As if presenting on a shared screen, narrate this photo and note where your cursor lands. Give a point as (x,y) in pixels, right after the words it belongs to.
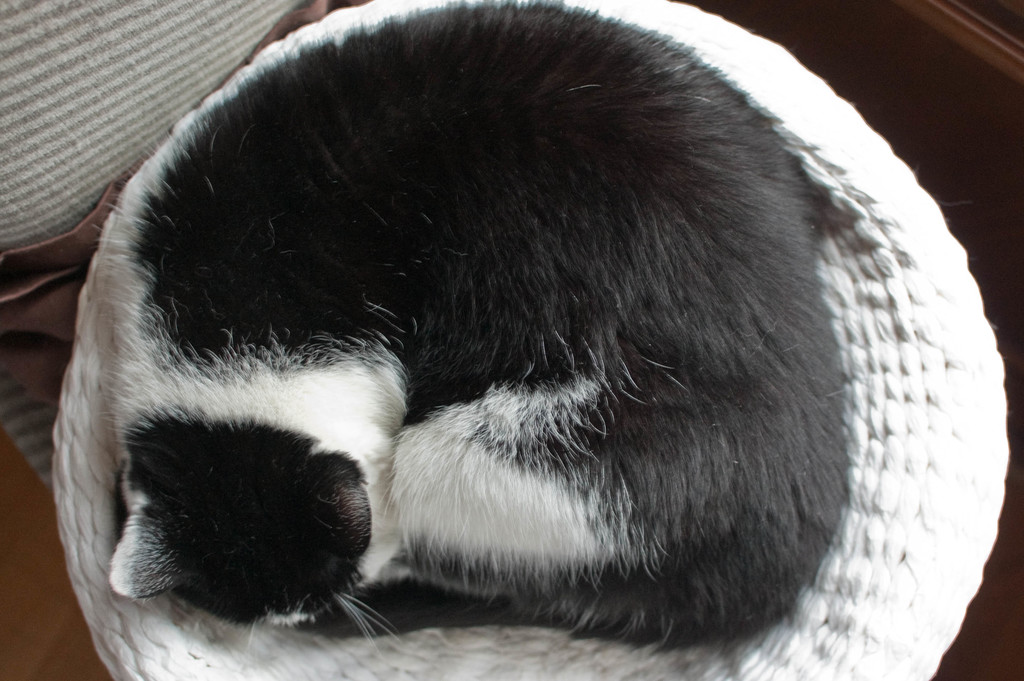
This picture shows a cat (369,424). It is black and white in color in the chair (945,410).
